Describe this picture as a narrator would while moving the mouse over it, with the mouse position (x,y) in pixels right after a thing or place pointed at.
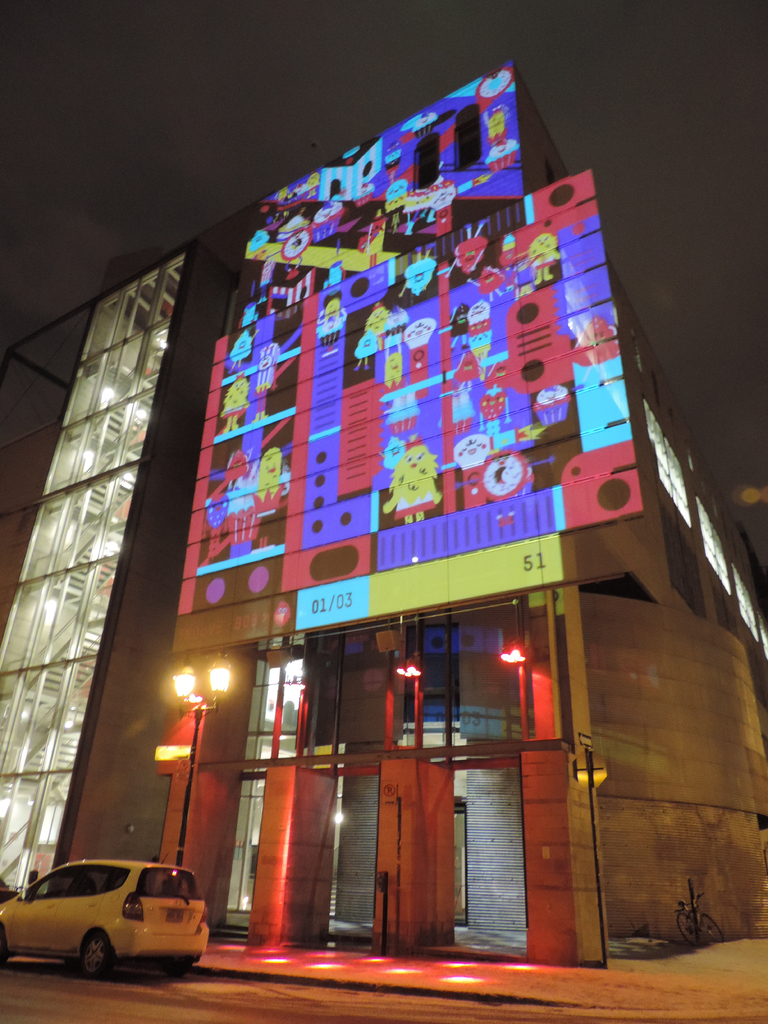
In this picture we can see a building (392,688) and on the building (385,471) it looks like a screen (350,326). Behind the building (333,258) there is the sky (697,104). In front of the building (296,582) there is a car (104,899) and on the right side of the building (664,923) there is a bicycle (682,924).
